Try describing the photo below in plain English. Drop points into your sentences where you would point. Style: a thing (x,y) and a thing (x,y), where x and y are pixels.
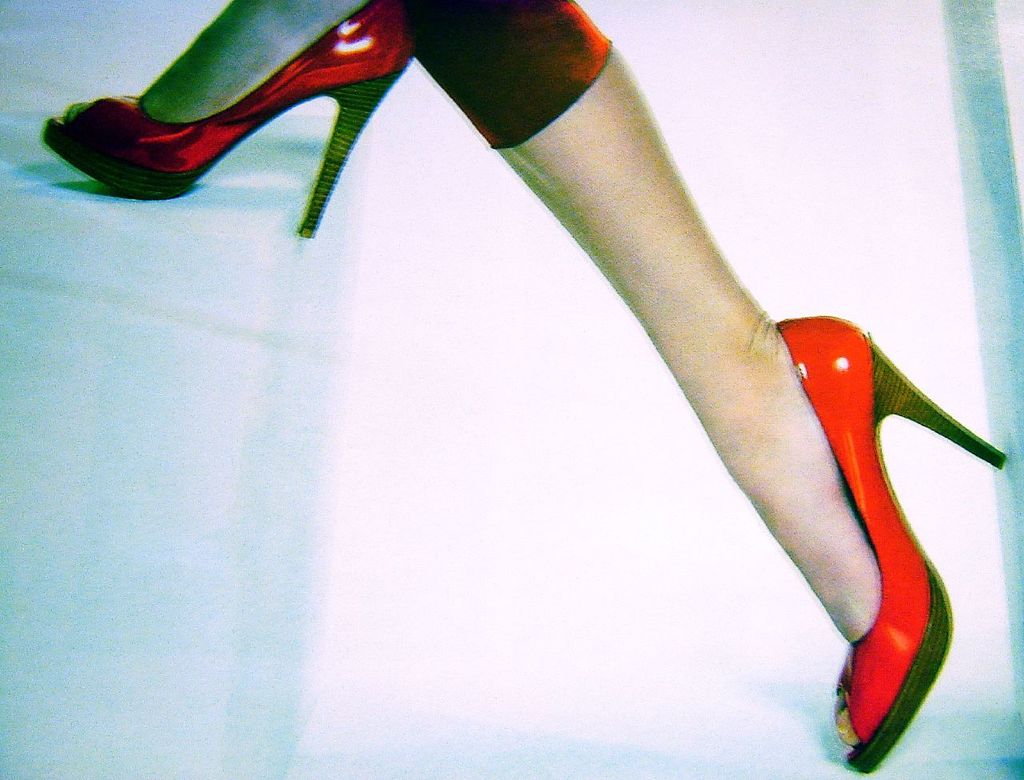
In the picture I can see a person's legs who is wearing red color footwear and walking on a white color surface (394,551).
